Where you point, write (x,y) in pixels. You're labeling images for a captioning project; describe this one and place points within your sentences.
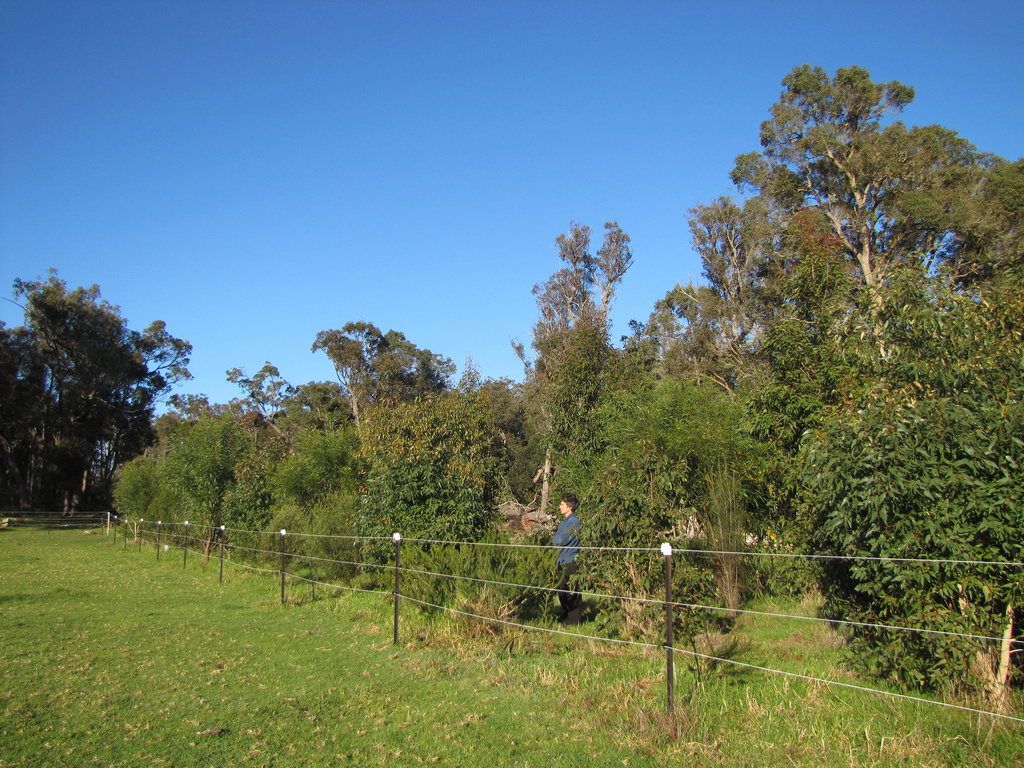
This picture is clicked outside. In the foreground (135,634) we can see the green grass (381,688), ropes (426,601) and the metal rods (398,551) and we can see a person (564,610) standing on the ground (577,644). In the center (392,498) we can see the plants (363,489) and trees (502,435). In the background (554,216) we can see the sky (560,188).
